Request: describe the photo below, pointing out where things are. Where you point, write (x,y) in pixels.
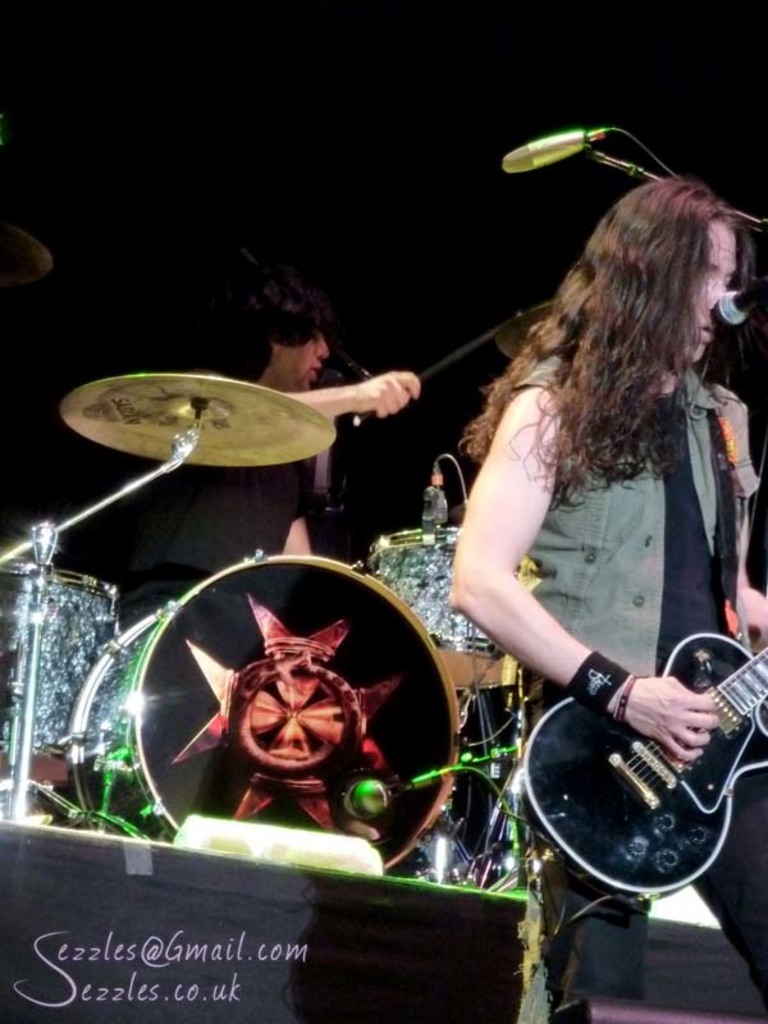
In this image i can see a woman (706,525) standing and playing guitar (701,823) there is a micro phone (723,309) in front of her at the back ground (274,362) i can see a man (305,358) playing drums (319,573) wearing a black dress (277,507).
